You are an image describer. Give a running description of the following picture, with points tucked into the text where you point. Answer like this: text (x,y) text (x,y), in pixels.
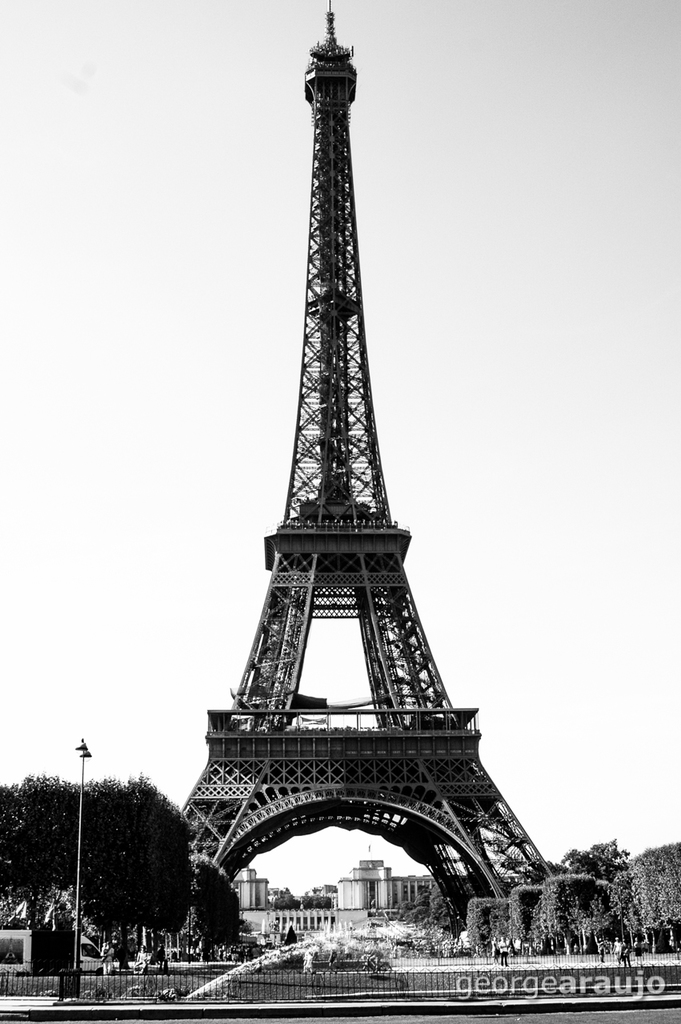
In this image in the center (271,663) there is an Eiffel tower (238,762), and at the bottom of the image (129,1022) there is a railing (261,979), walkway (630,1018) and some water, trees (25,874), buildings (319,925) and there is some text (565,982). At the top (230,231) there is sky (388,335).
